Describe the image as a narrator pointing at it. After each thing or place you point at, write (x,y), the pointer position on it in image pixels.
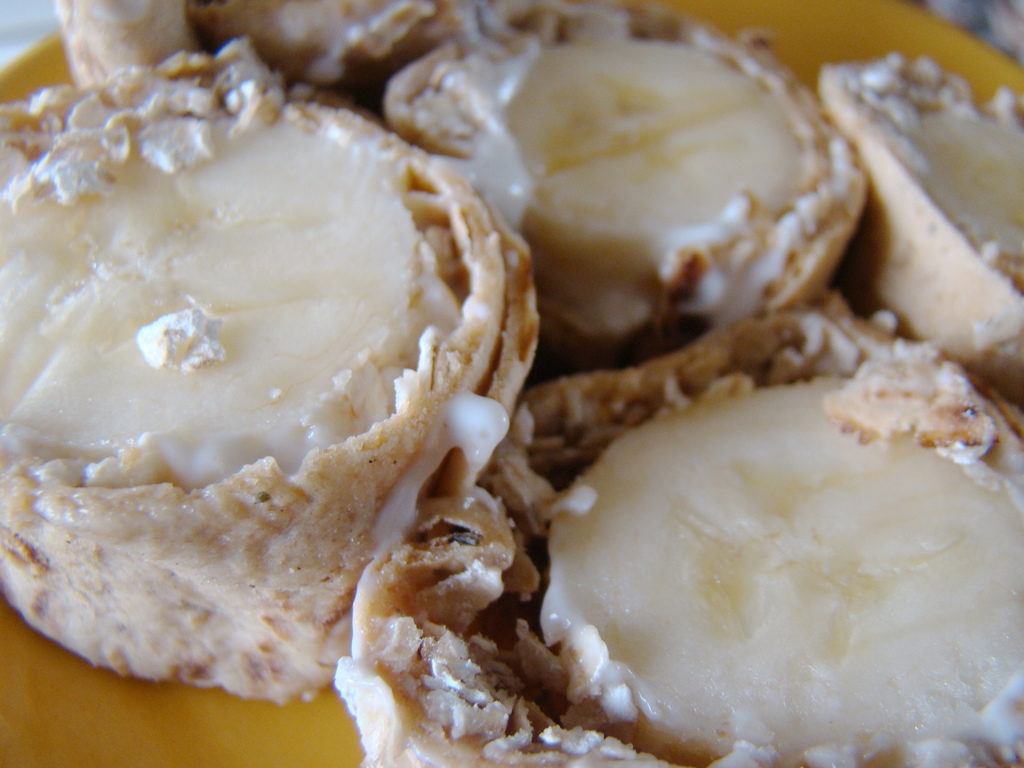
In this image we can see a plate (161,688) containing desserts (550,272).
